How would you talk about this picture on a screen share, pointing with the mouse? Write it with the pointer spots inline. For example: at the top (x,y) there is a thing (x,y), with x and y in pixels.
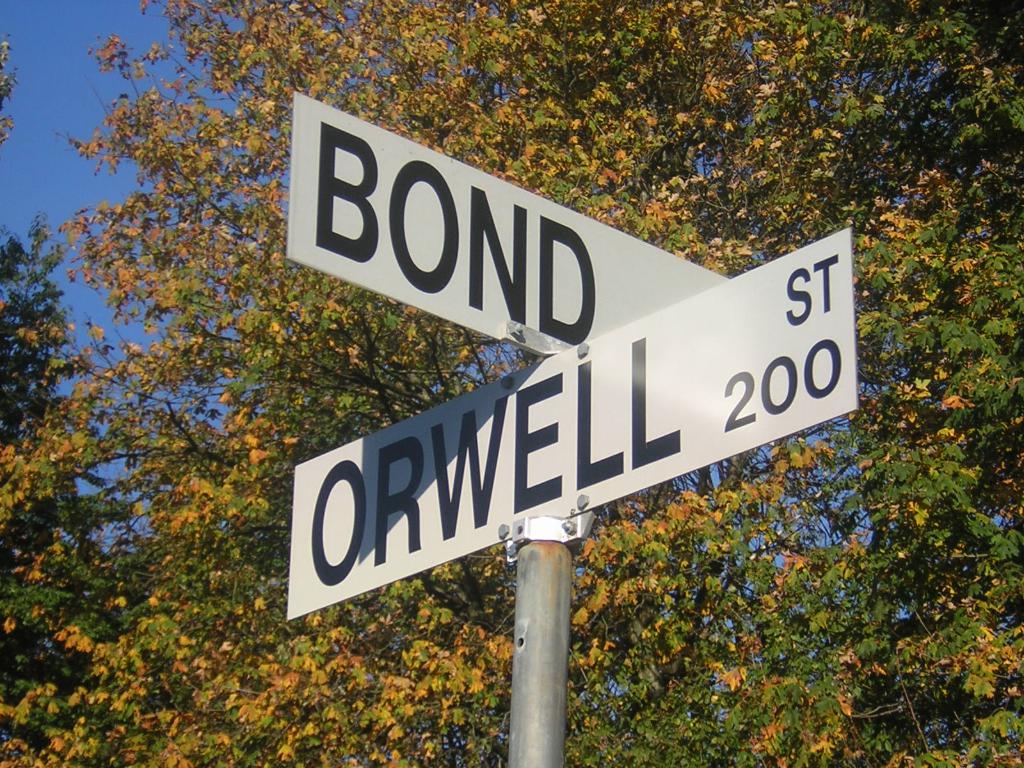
In this image in the front (573,484) there is a pole (525,628) and on the pole (525,628) there are boards (480,435) with some text (463,417) and numbers (753,382) written on it. In the background (622,502) there are trees (838,546).
